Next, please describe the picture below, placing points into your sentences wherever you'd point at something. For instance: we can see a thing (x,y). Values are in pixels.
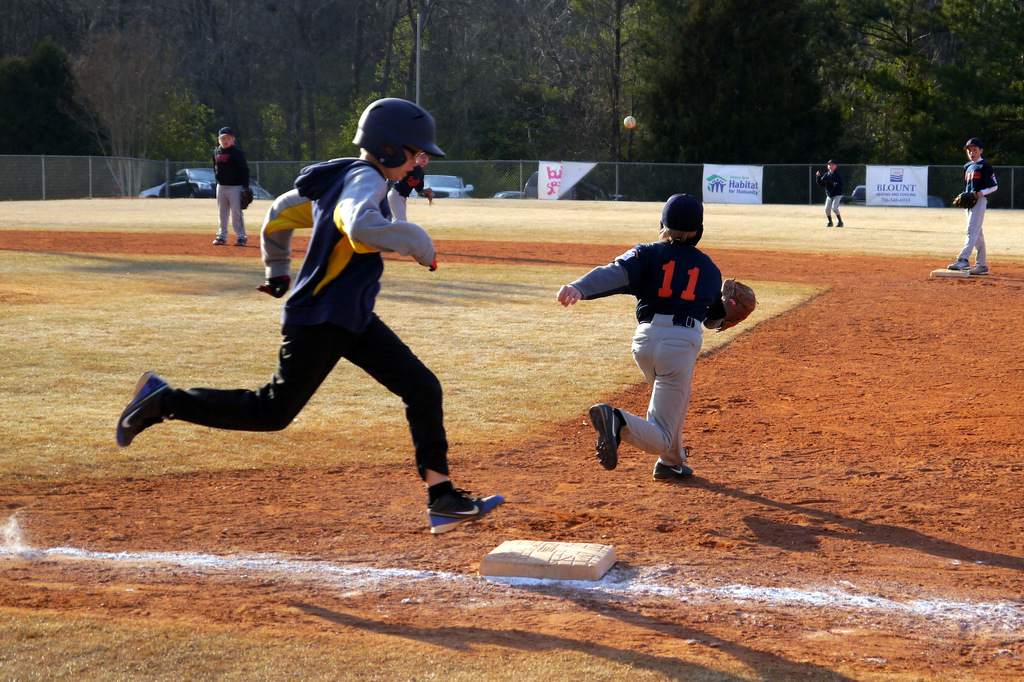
In this image I can see few people (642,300) are standing and few people (407,410) are running. Back I can see the net fencing (948,195), trees (1014,116), vehicles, pole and banners (907,177).
